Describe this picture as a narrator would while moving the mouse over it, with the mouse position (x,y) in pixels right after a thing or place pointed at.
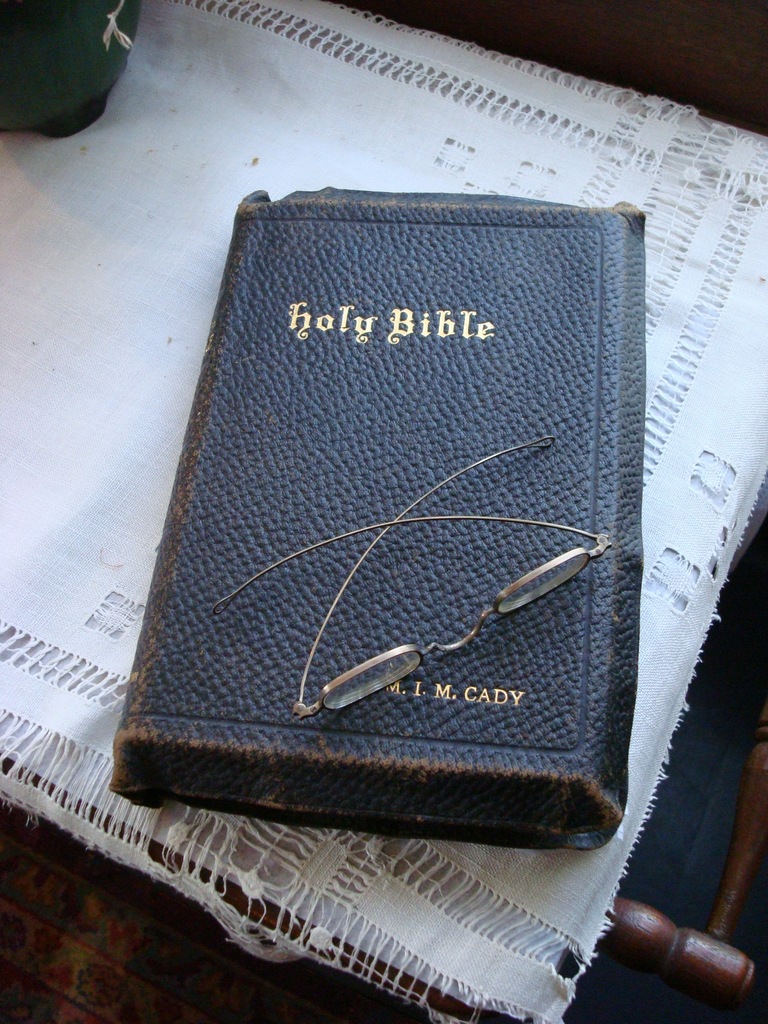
In the foreground of the picture (220,485) there are bible (586,622), on the bible (298,594) there are spectacles (359,678). They are placed on a wooden object (461,159). At the top left (67,58) there is an object (82,85).
